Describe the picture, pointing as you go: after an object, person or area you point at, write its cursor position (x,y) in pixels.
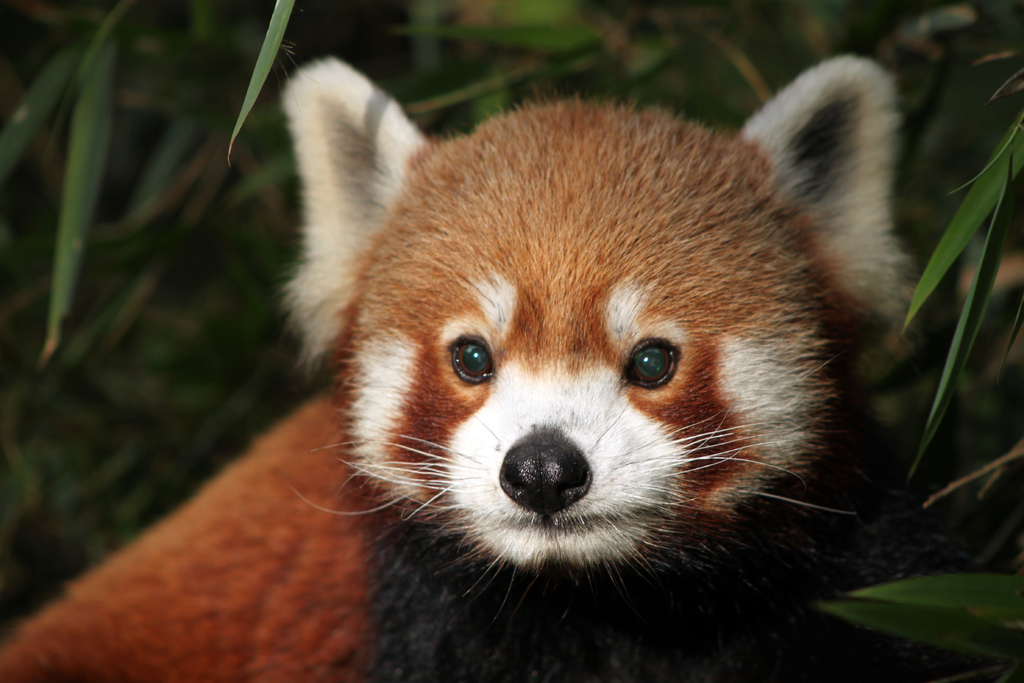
Here we can see red panda (410,336) and we can see leaves (961,603).
